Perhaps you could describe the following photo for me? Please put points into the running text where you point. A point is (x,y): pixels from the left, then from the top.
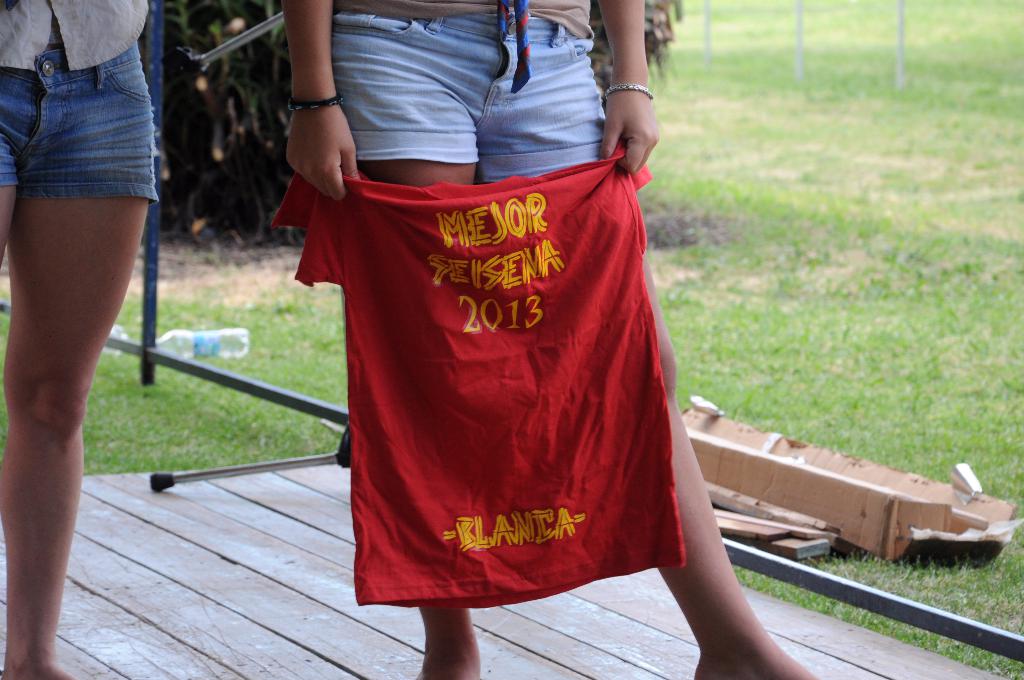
In this image I can see two persons (383,171) are standing and I can see both of them are wearing blue colour shorts (63,165). In the center (421,441) I can see one of them is holding a red colour t-shirt (386,192) and on it I can see something is written. In the background (924,415) I can see few Iron poles (205,374), grass ground (306,373), a tree (202,20) and on the ground (810,558) I can see few bottles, a box (826,486) and few wooden things (763,524).
